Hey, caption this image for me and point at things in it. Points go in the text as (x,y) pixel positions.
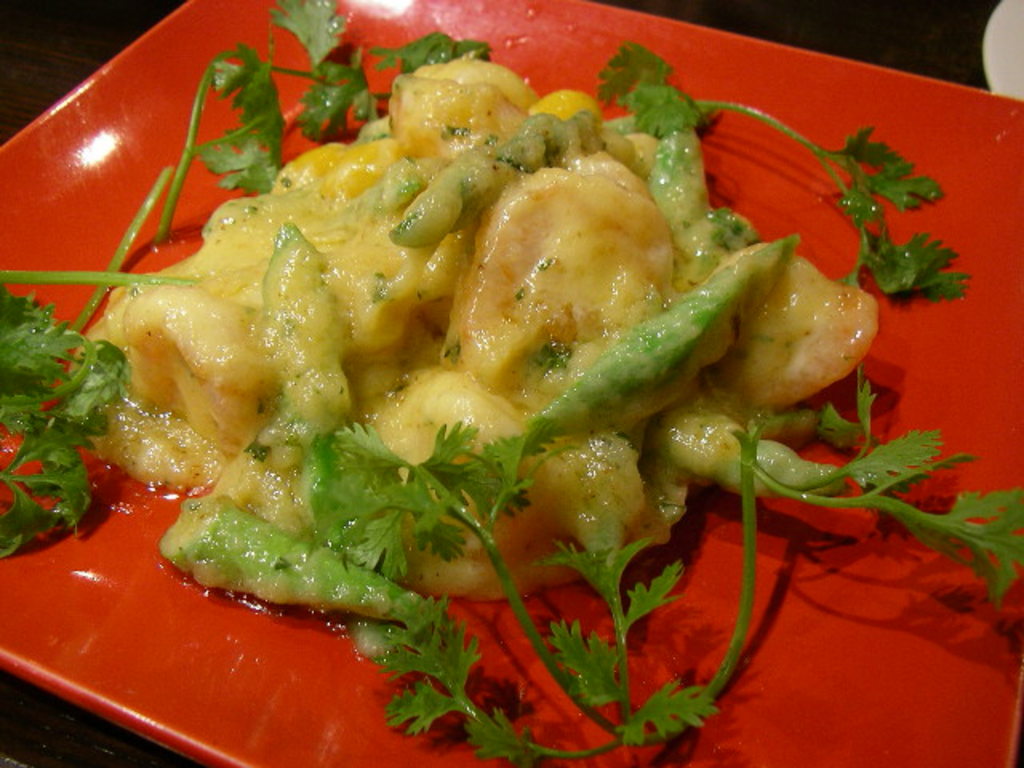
In this picture we can see a red color plate (903,698), there is some food (511,312) and coriander leaves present in the plate (110,255).
